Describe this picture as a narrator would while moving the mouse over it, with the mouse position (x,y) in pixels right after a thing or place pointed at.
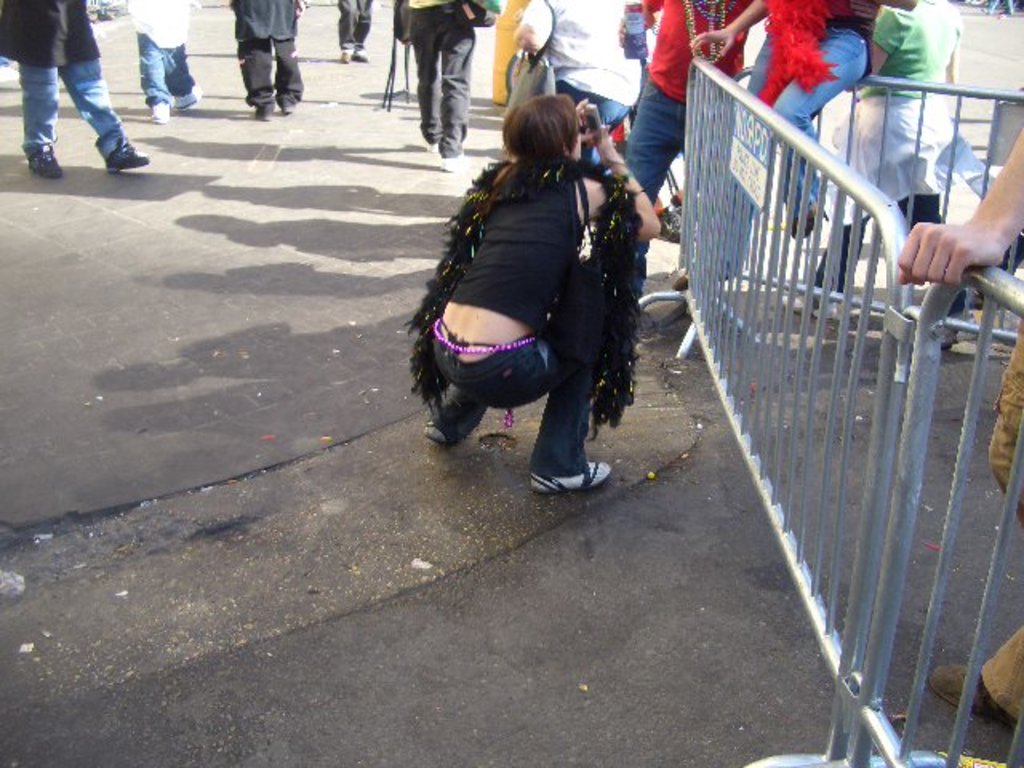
In this image, we can see a lady (545,321) bending on her knees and holding a mobile (594,123) in her hands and in the background (773,179), we can see a railing (863,342) and some people (146,97) are present. At the bottom (279,554), there is road (353,600).
